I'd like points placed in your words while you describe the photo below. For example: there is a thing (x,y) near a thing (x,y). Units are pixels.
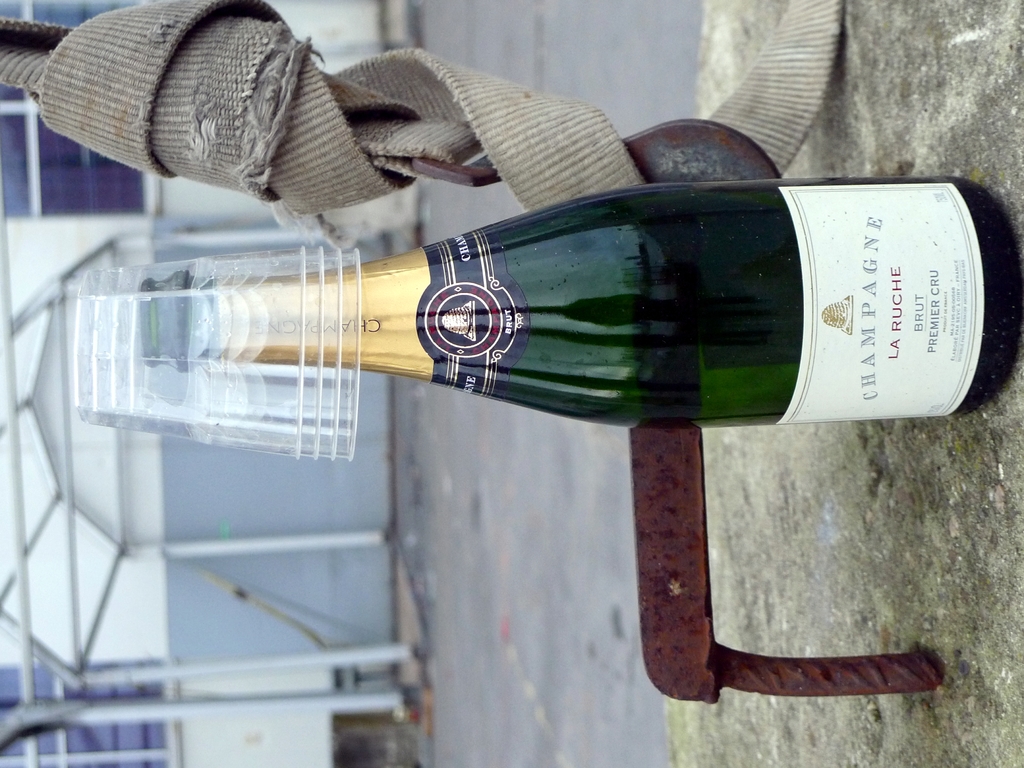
In the middle of the image (431,356) there is a bottle (654,324) on the bottle (389,273) there are some glasses (272,333). Behind the bottle (967,393) there is a building (40,223).
